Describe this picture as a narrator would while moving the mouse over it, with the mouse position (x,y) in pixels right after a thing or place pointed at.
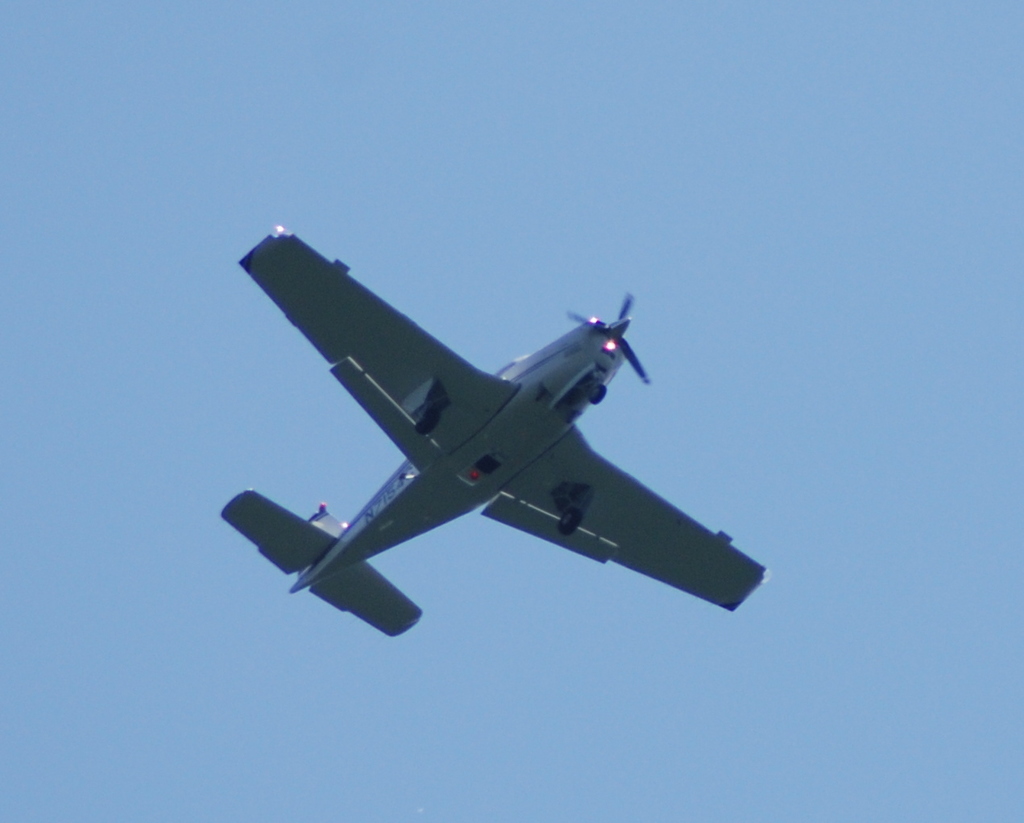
In this image in the center (446,452) there is an airplane (601,553), and in the background (593,573) the sky (531,681).
